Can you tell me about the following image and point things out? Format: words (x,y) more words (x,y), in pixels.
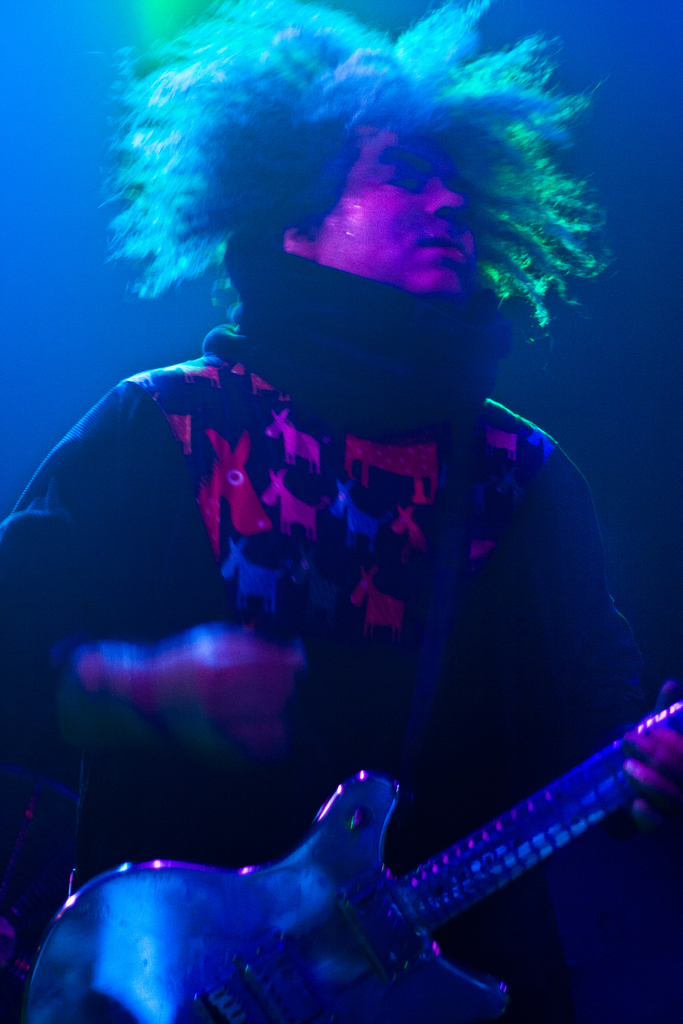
Here I can see a person (275,628) standing and playing the guitar (344,845) by looking at the right side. The background (607,108) is dark.
